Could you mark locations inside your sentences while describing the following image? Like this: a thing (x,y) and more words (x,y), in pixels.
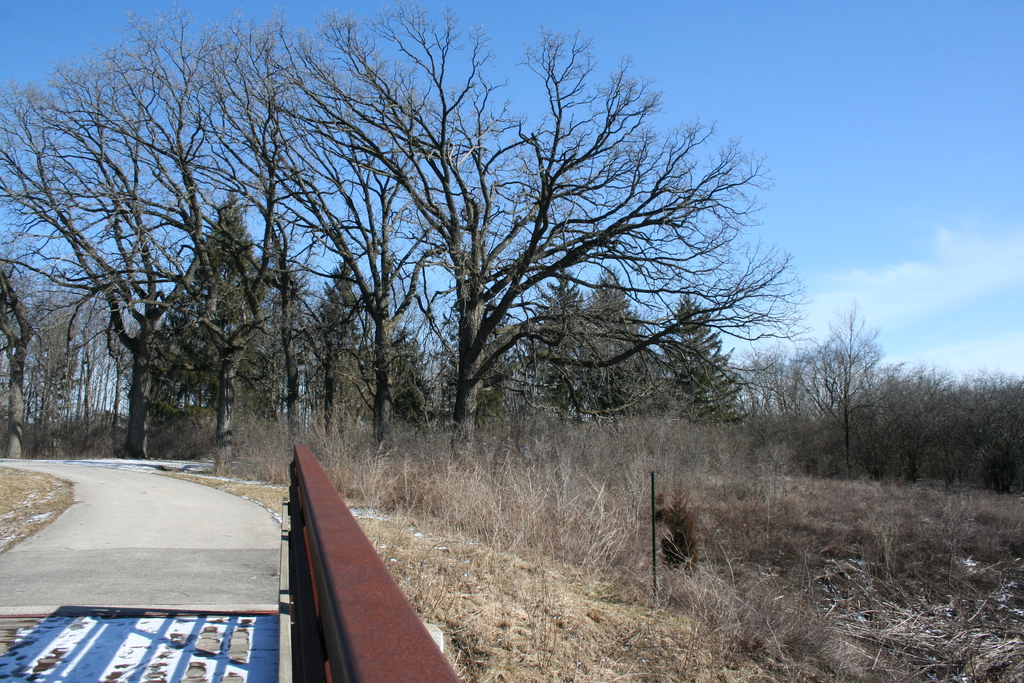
On the left (82,553) we can see road (134,549), an iron object (320,579) and grass (15,503). On the right (887,530) we can see dry grass (809,580). In the middle of the picture (495,404) there are trees (430,398). At the top (907,116) there is sky (861,87).
